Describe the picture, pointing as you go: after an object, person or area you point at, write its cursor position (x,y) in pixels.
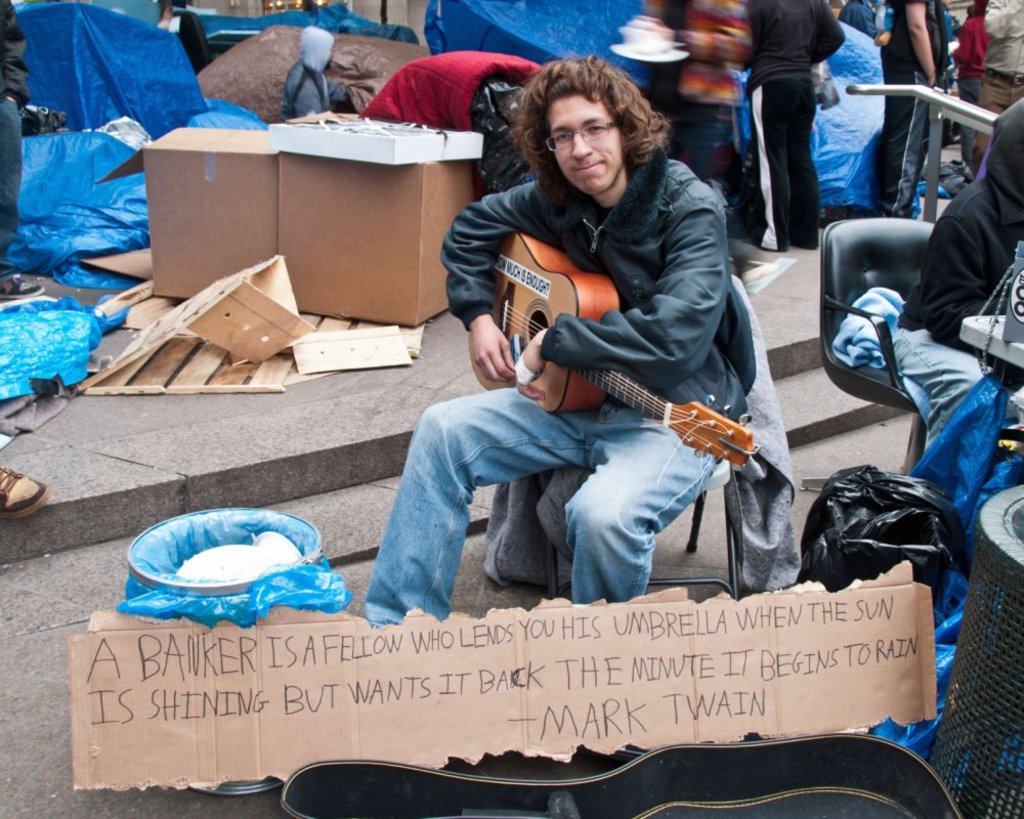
This image is taken outdoors. In the background (725,80) a few people (830,52) are standing on the road (805,302) and there are many sheets (40,152) and a few cardboard boxes (323,286) on the sidewalk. In the middle of the image (440,522) a man (557,441) is sitting on the chair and he is holding a guitar (512,324) in his hands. There is a board (523,696) with a text (683,670) on it and there is a can (242,553) on the road (100,597). On the right side of the image (981,211) a person (964,222) is sitting on the chair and there is a table (984,330) with a few things (1015,341) on it and there are a few sheets (950,666) and there is a bin (973,670).
